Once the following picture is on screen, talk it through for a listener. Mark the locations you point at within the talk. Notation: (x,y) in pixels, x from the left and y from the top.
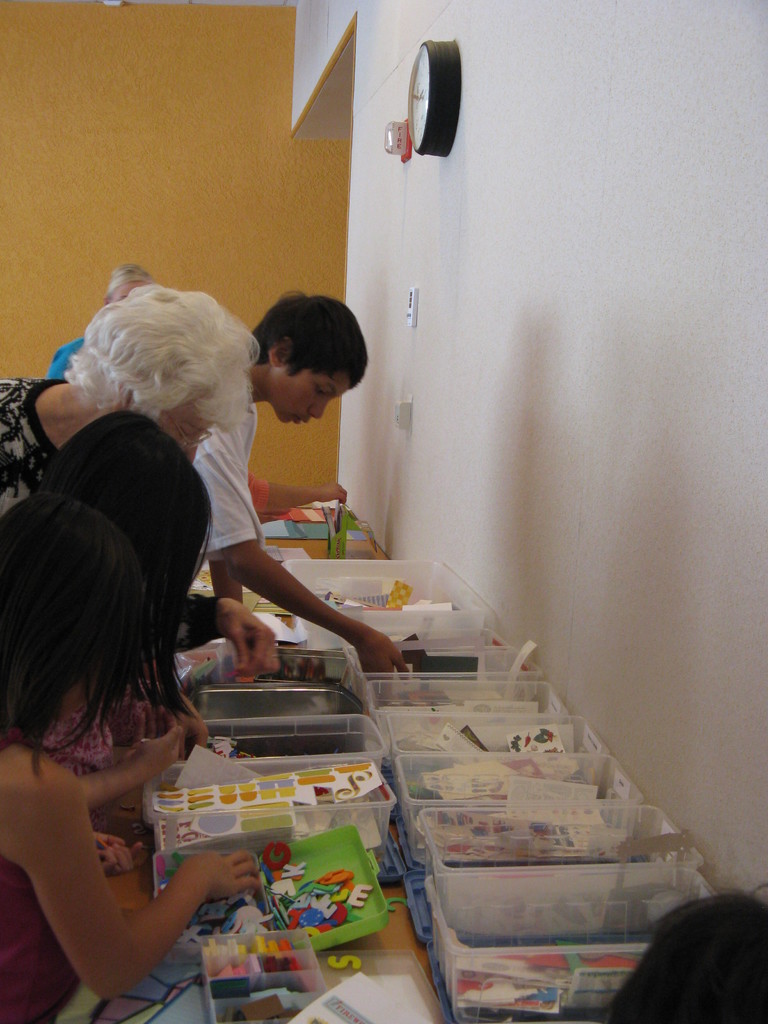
In the center of the image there is a table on which there are objects (284,676). To the left side of the image (112,424) there are people (112,424). In the background of the image (120,195) there is wall (221,187). To the right side of the image (708,643) there is a wall (558,34) on which there is a clock (421,149).
